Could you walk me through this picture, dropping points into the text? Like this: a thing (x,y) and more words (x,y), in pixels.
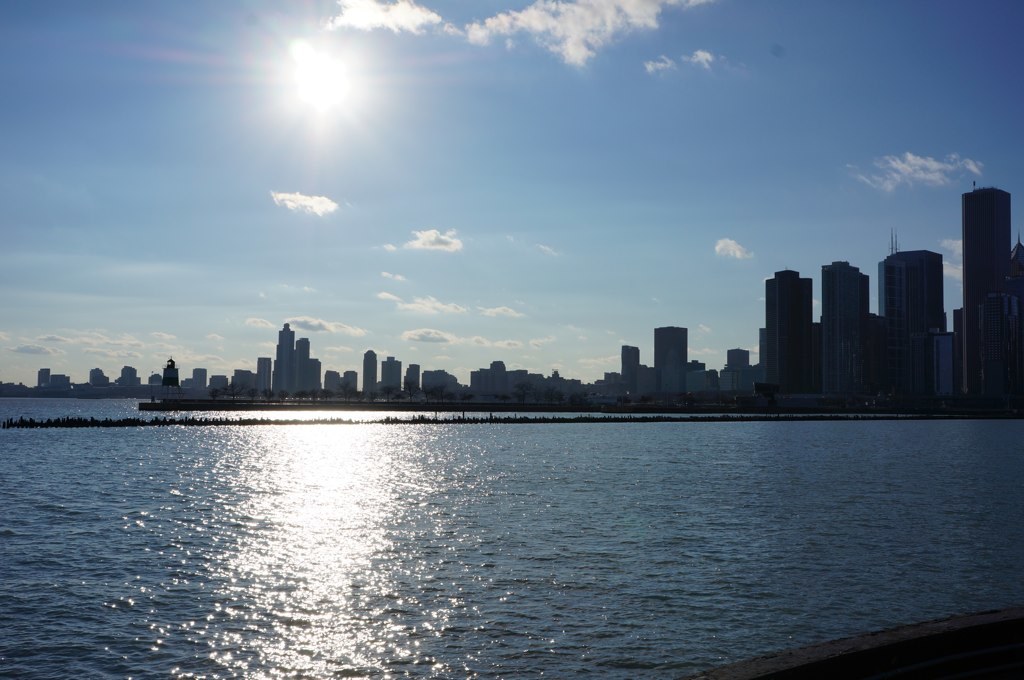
this picture shows sea (975,526) and buildings (1014,301) adjacent to it and a blue cloudy sky (611,248) with sun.
